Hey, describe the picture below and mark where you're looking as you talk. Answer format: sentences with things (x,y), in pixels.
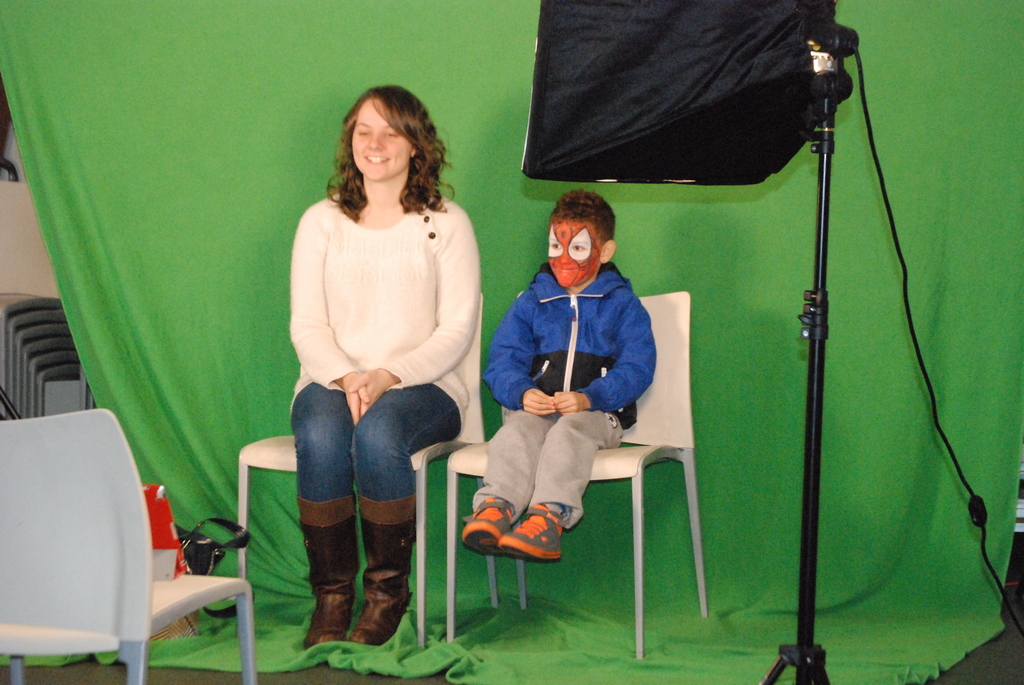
There is a women (407,317) in white color sweater (402,280), laughing and sitting on a chair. Beside her, a boy (568,329) in blue color jacket (587,324), laughing and sitting on a chair (603,474). Beside both, there is a stand (803,616) and light (754,180). In the background (432,62), there is green color sheet (144,79), wall (24,184) and group of chairs (49,350). On left hand side (221,522), there is a chair (66,492) and some other items (165,504).
